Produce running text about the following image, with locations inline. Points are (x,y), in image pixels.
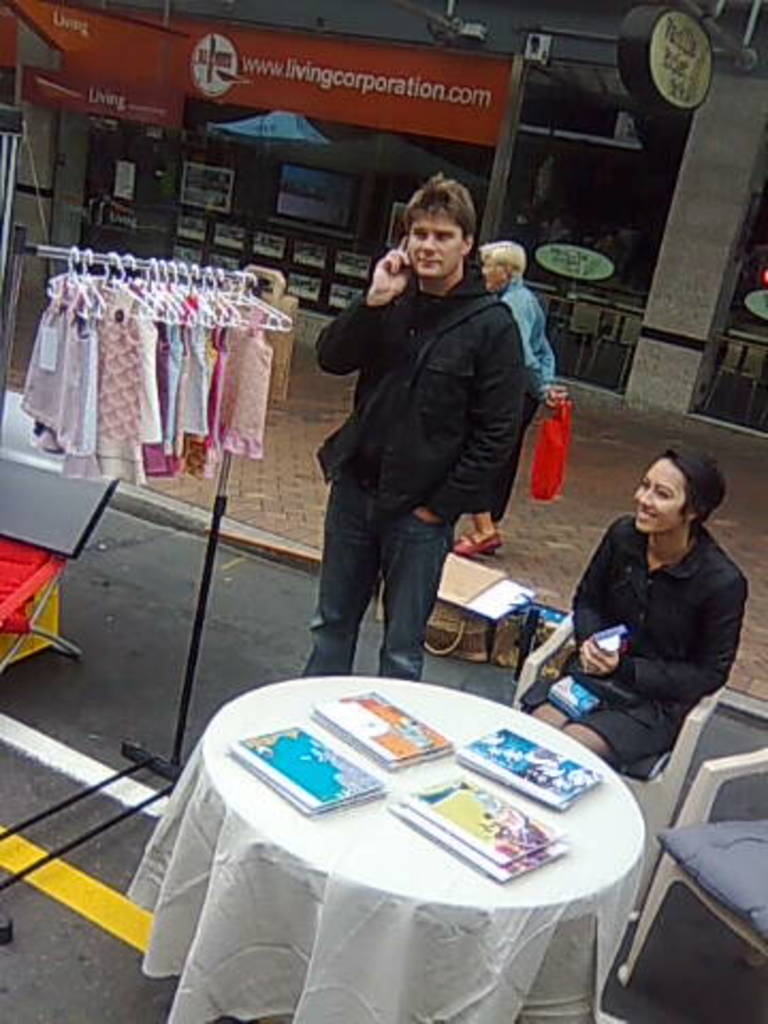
In this image there is a man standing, woman (610,569) sitting in chair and in table (207,819) there are some books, and for the hanger (190,312) there are some clothes (180,388) hanged to it, at the back ground (213,184) there is building (508,156), name board (429,67).
